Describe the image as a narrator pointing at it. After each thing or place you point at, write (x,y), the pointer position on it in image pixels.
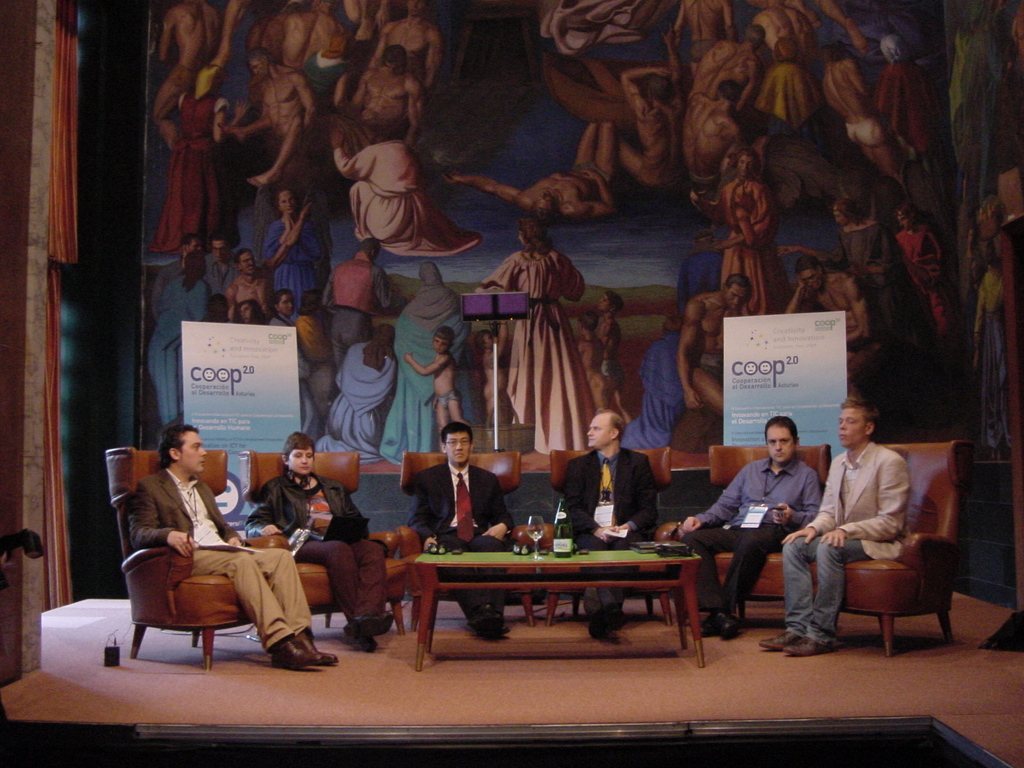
In this picture there are group of people (490,509) who are sitting on the chair (546,545). There is a glass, bottle (569,552) and few objects (661,554) on the table (493,555). There is a painting (527,168) at the background (396,263). There is a stand (494,298) and a banner (240,381).
